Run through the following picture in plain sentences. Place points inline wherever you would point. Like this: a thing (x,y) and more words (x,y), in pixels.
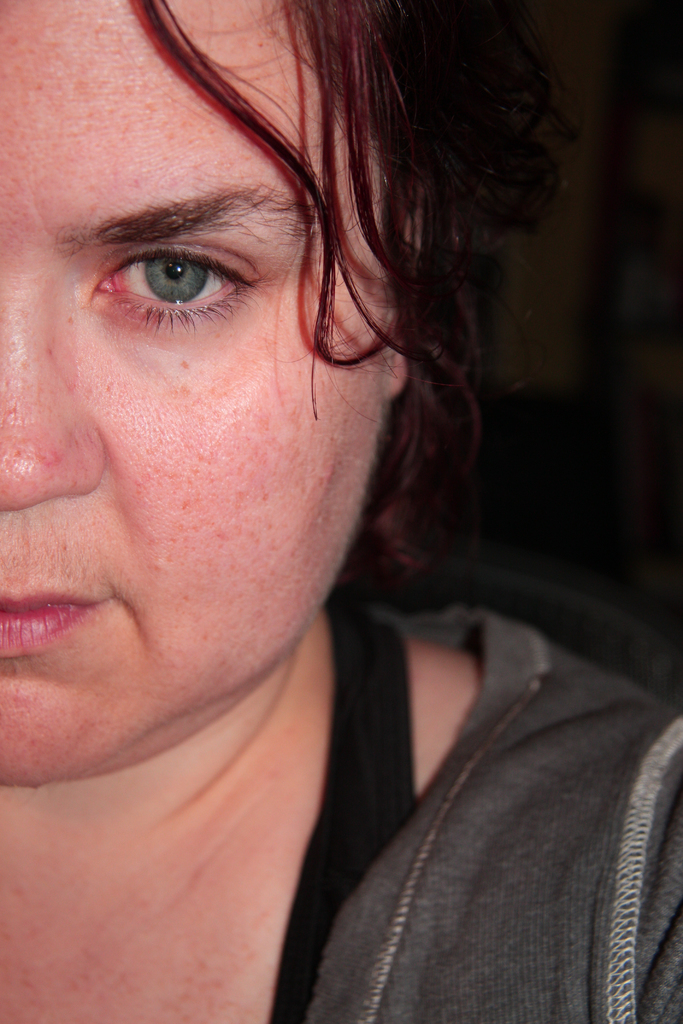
In this image I can see a woman (191,549) and I can see she is wearing grey colour dress (543,850). I can see this image is blurry from background (630,209).
